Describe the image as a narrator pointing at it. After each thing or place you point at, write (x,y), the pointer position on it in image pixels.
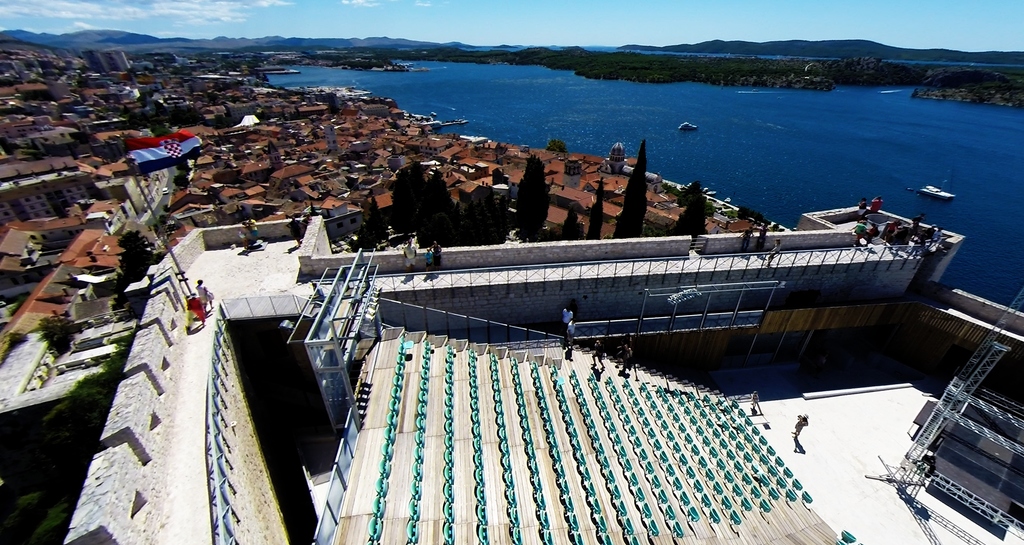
At the bottom of the image (811,376) we can see a stadium (440,318), in the stadium (435,322) we can see some chairs (703,419) and few people (621,358) are standing and walking. Behind the stadium (317,492) we can see some trees (436,233), poles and buildings (302,114). In the middle of the image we can see water (972,233), above the water (972,233) we can see some ships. Background of the image (675,75) we can see some hills (664,67). At the top of the image (244,18) we can see some clouds (47,0) in the sky (10,24).
